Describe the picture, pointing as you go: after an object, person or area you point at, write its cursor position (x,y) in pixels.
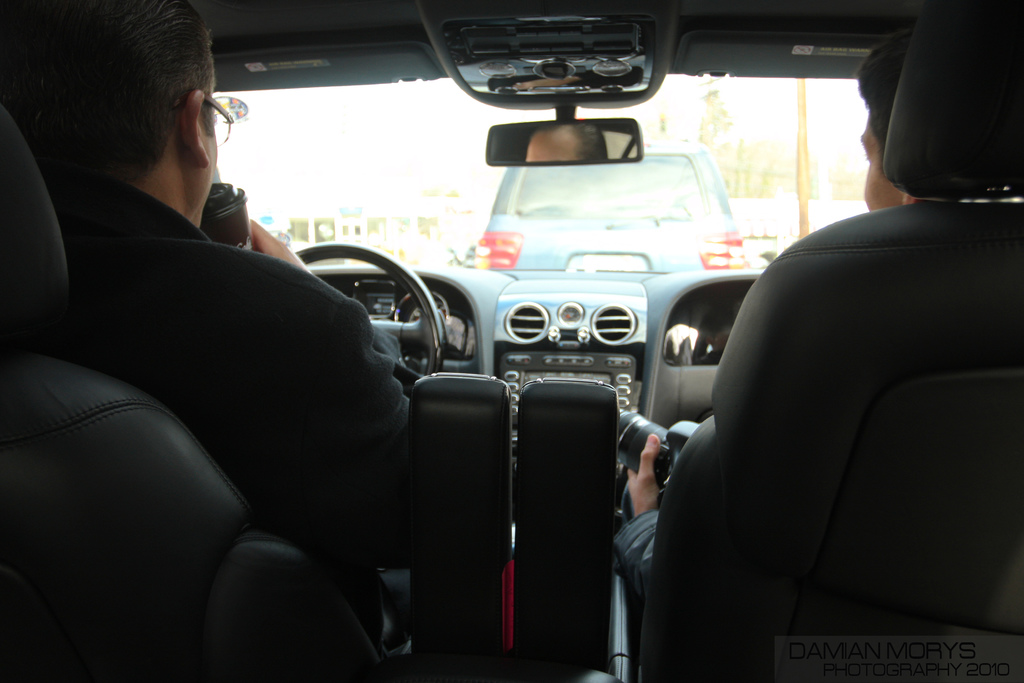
This is an inside view of a car (881,336). Here I can see two persons (150,239) are sitting. The person (643,494) who is on the right side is holding a camera (654,434) in the hands (645,461). They are facing to the backside (315,316). In the background (497,194) there is a glass (360,202) through which we can see the outside view. In the outside there is another car (552,208).
